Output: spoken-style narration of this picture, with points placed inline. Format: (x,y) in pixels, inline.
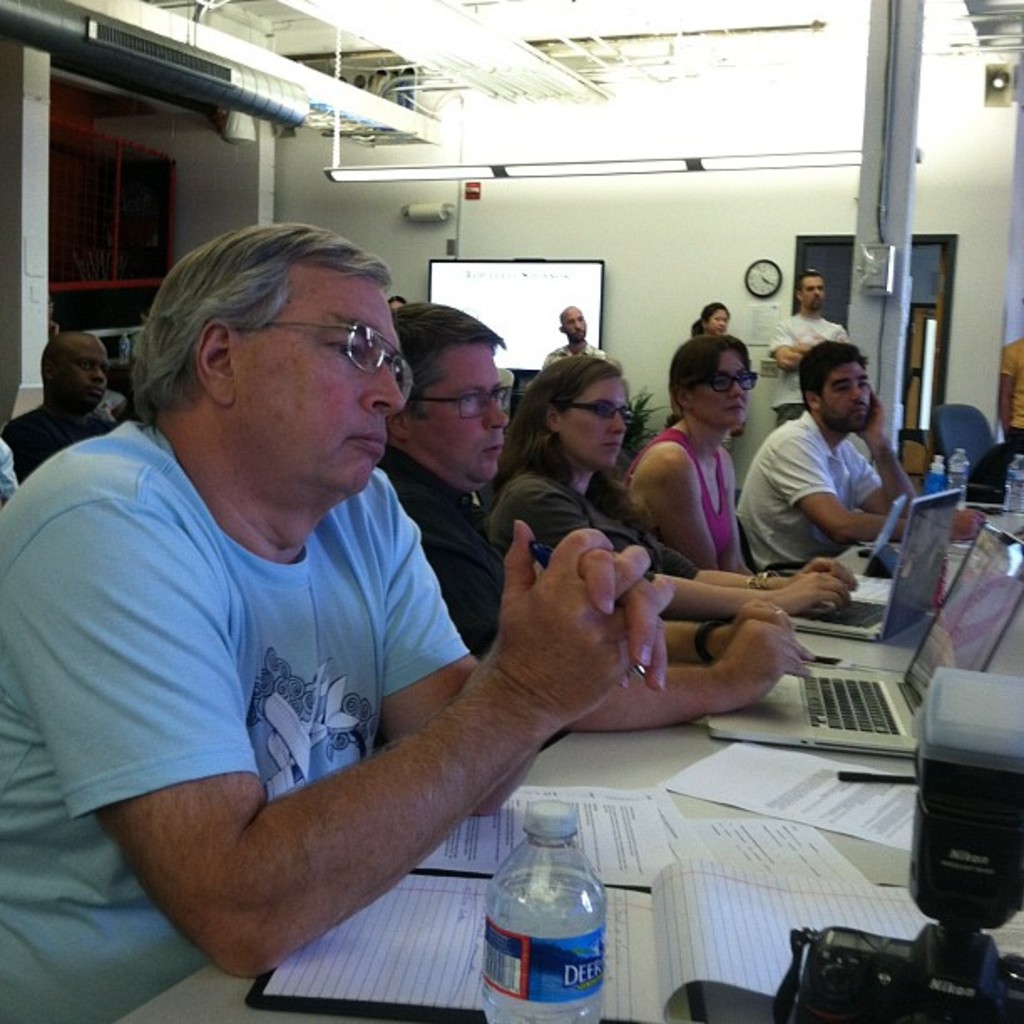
These persons (530,564) are sitting on a chair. In-front of this person (286,635) there is a table (870,849), on a table (888,783) there is a laptop (920,696), camera (917,771), bottle (582,911), papers (632,906) and pen (873,770). These persons (710,533) wore spectacles (624,417). A screen (578,301) on wall (644,254). A clock (760,270) on wall (738,244). On top there are lights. Far these persons (713,334) are standing.
